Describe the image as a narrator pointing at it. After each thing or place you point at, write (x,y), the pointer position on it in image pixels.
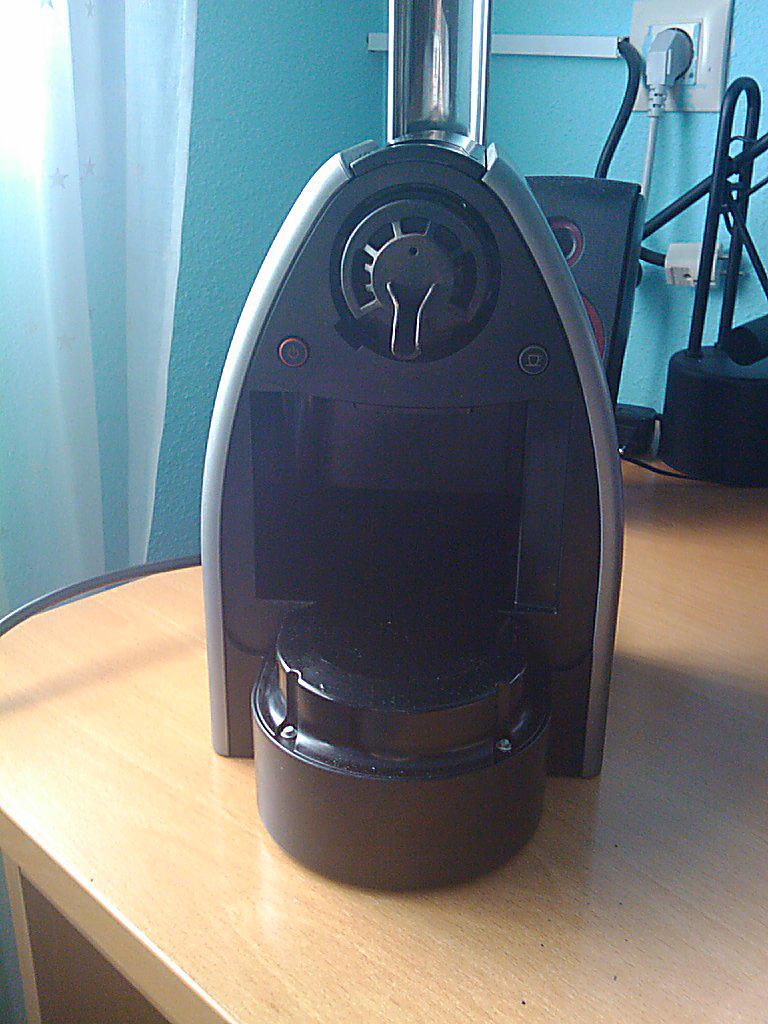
In the picture I can see a coffee machine (314,827) on the wooden table (131,651). I can see a socket (703,96) on the wall (644,240) on the top right side of the picture (638,10). It is looking like a speaker (638,206) on the table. There is a curtain (117,234) on the top left side of the picture (135,133).
